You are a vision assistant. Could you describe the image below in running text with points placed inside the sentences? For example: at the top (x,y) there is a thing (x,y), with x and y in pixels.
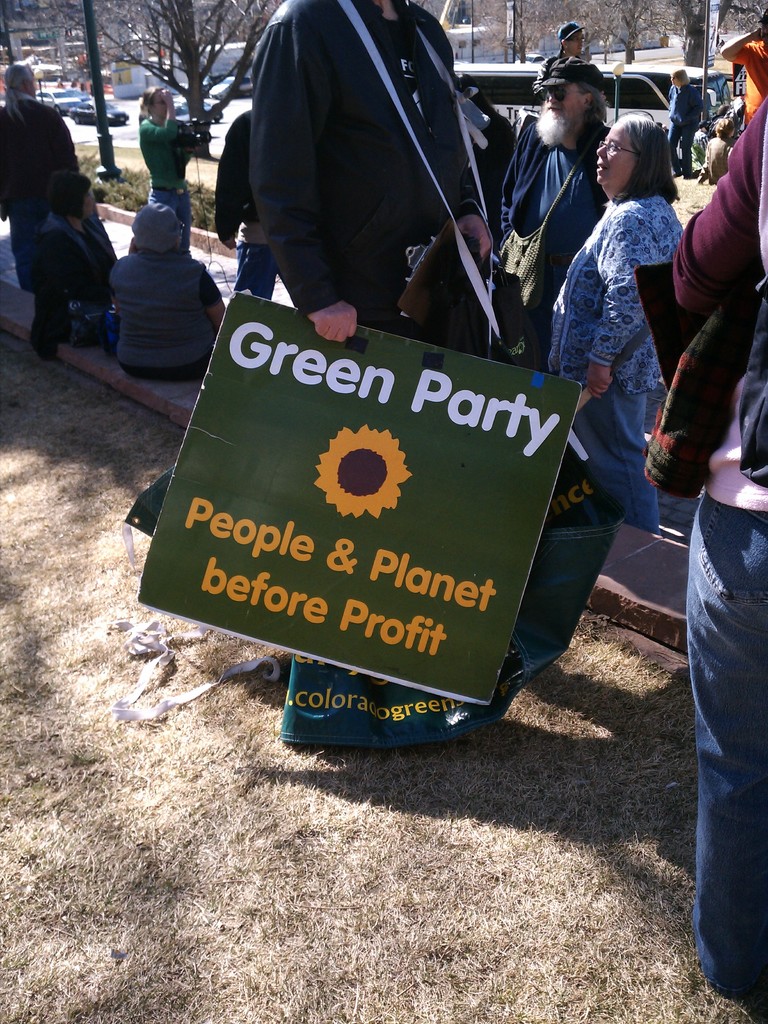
In the image I can see a person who is holding the board (286,540) and also I can see some trees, plants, people (255,271) and some vehicles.
